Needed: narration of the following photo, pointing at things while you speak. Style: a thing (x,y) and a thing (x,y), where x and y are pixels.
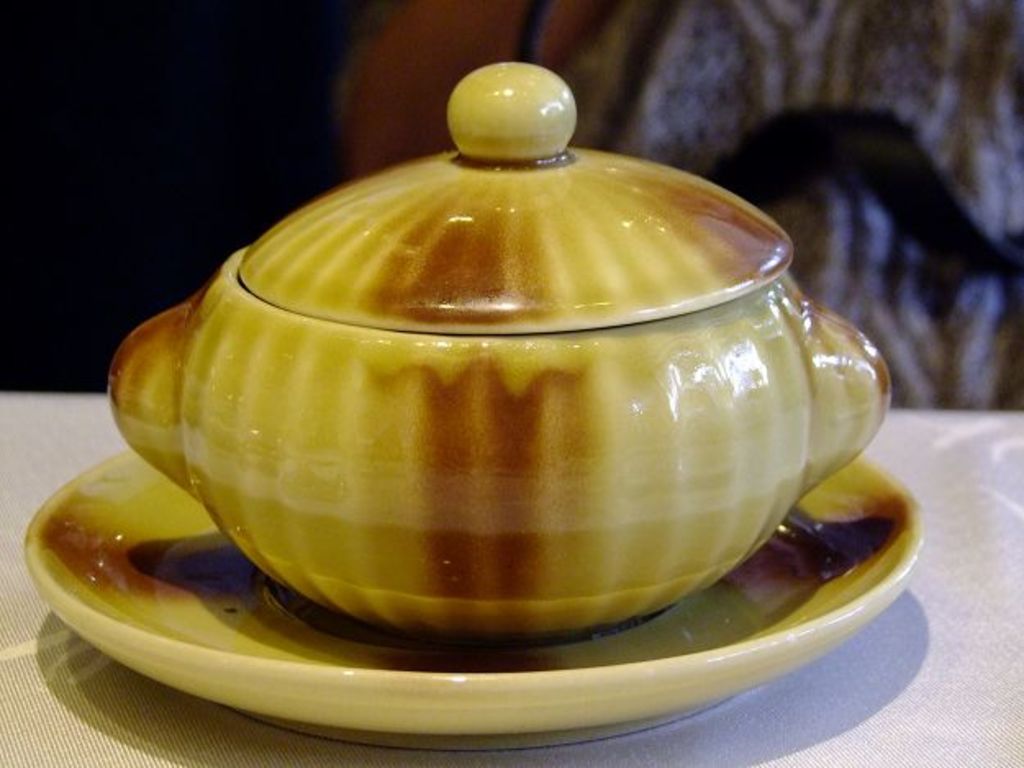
In the foreground of this image (600,504), on a saucer (546,643), there is a cup (644,462) and on it there is a lid (565,274) which is placed on a table like structure (891,715) and the background (801,74) image is not clear.
